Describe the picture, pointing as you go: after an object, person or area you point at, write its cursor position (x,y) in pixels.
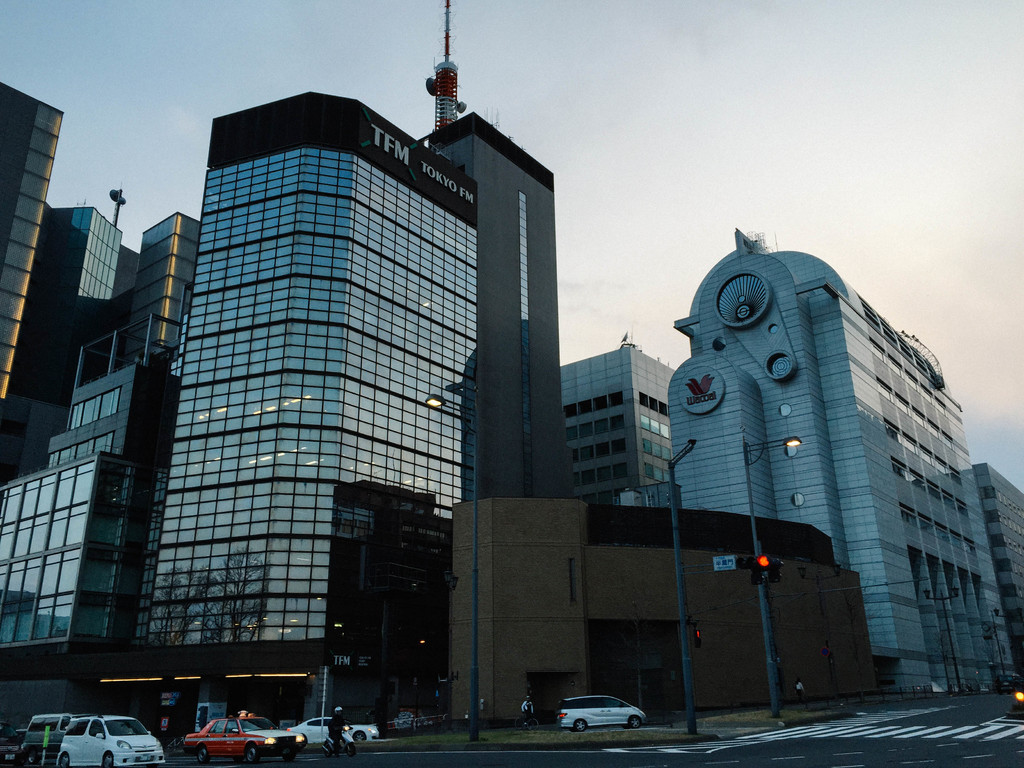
This picture is clicked outside. On the right (788,443) we can see the zebra crossing (889,725) and a traffic light (765,559), street light (771,443), poles (750,483), vehicles (214,746) running on the road (952,705). In the center (455,416) we can see the buildings (542,387). In the background (770,217) there is a sky (761,185).
